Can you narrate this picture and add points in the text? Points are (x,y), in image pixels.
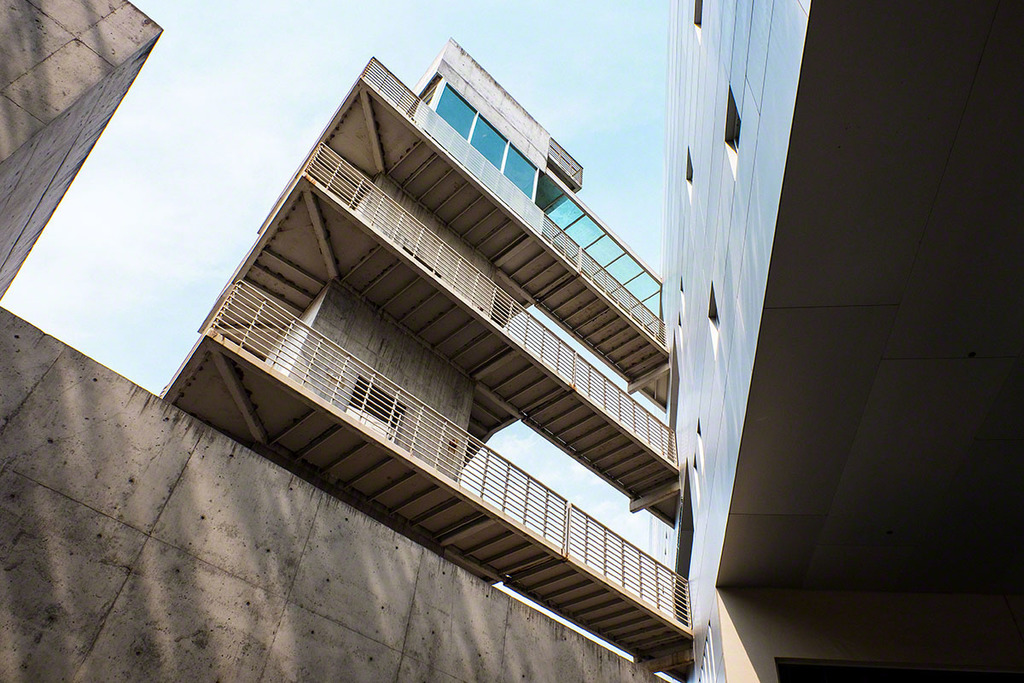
This picture shows couple of buildings (460,335) and we see a wall (71,64) and a blue cloudy sky (175,299).
